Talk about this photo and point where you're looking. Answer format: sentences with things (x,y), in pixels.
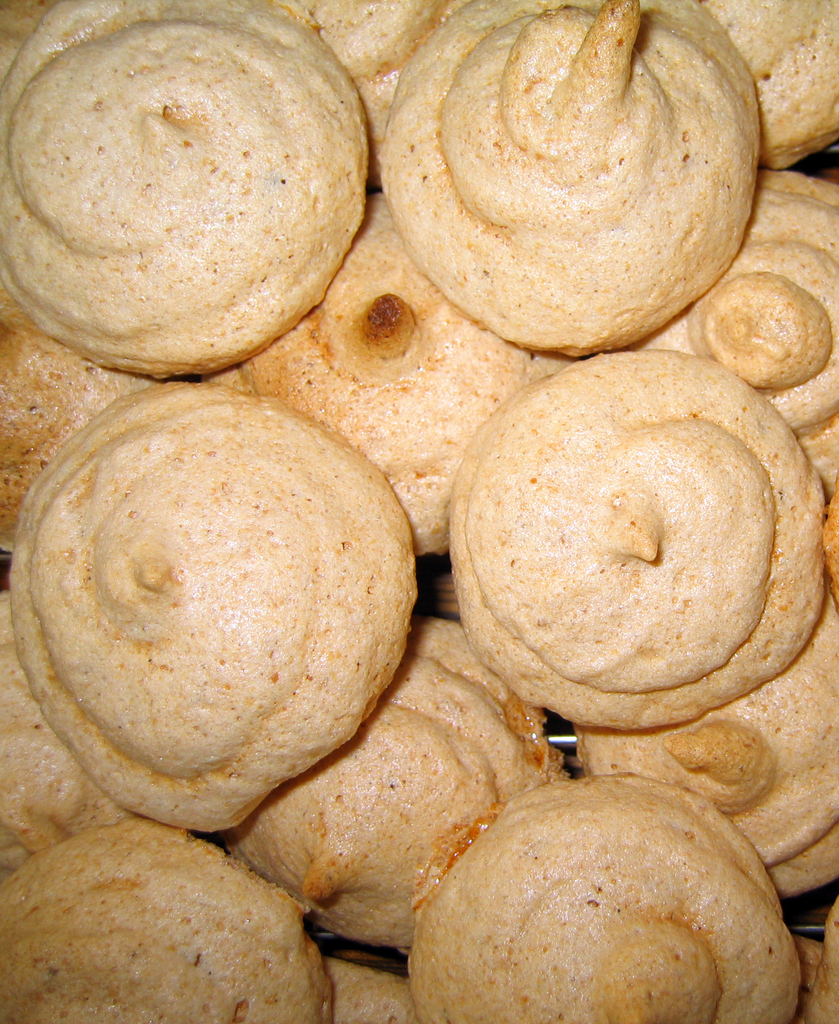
In this image we can see food items (376,478) on an object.
